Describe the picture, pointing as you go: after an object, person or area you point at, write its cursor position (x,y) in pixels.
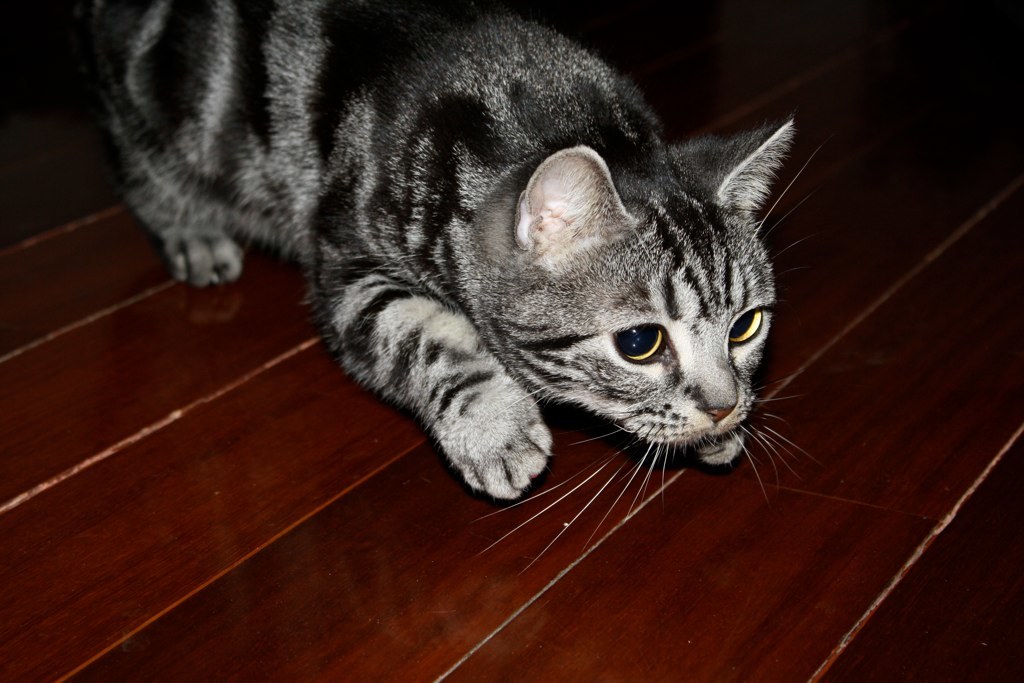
In this image I can see brown colour surface (248,471) and on it I can see a grey colour cat (697,171).
